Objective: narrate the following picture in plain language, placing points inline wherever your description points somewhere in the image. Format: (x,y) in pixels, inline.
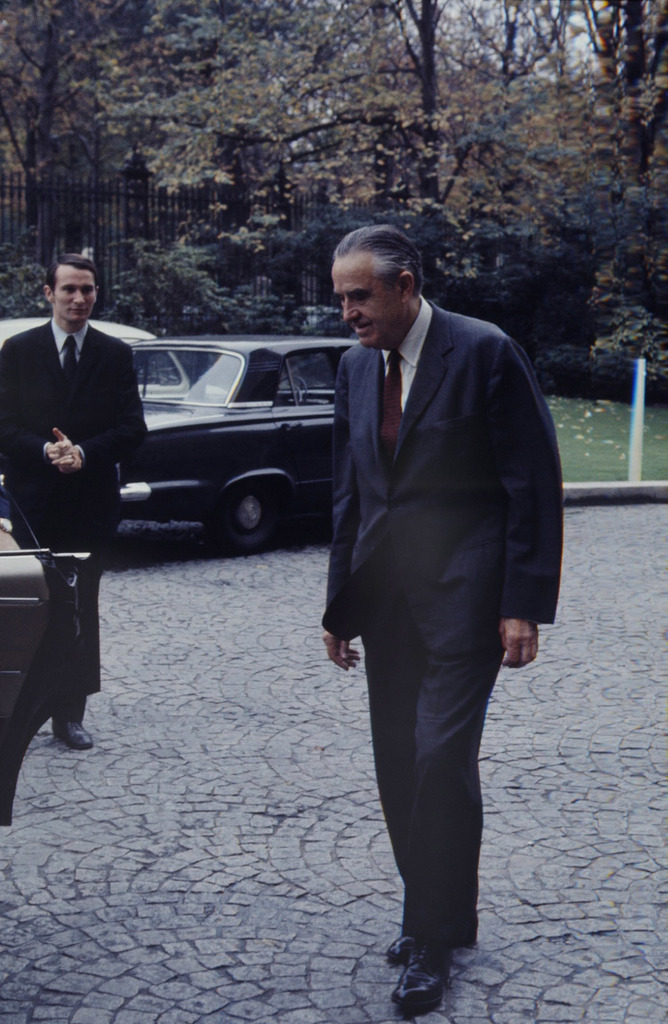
In the picture we can see a man (477,693) standing on the path (594,705) wearing a blazer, tie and shirt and beside the man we can see another person (134,416) standing near the car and behind him also we can see a car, grass surface (667,447), and trees (628,379).
